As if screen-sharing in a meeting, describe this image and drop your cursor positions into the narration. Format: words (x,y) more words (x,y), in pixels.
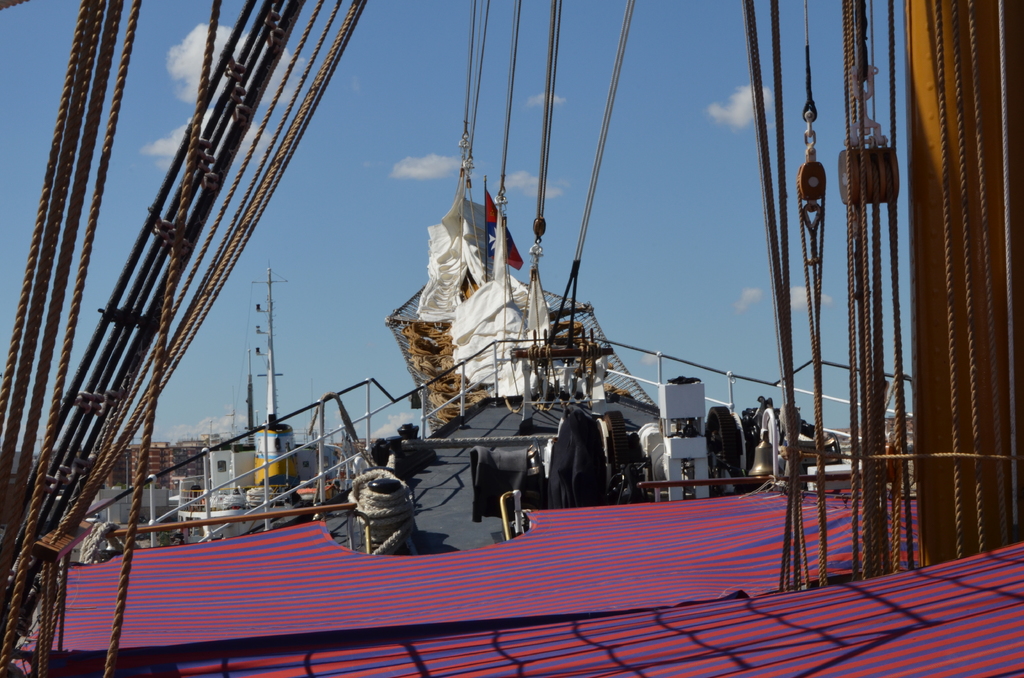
In this image we can see group of ropes (185,330), pulleys (845,194), poles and in the background (357,150) we can see the sky (308,258).
